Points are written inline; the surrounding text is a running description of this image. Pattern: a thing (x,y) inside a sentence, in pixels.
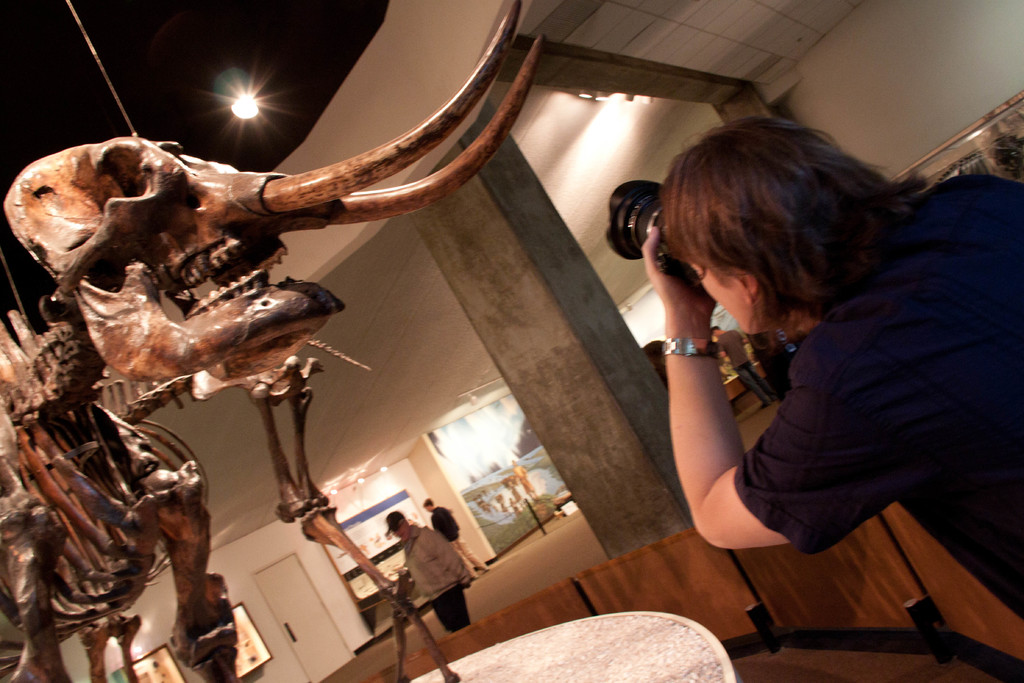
On the right side (998,273), there is a person (1001,281) holding a camera (620,205) and capturing a photo of an animal's skeleton (207,398), which is on a platform (695,652). In the background (416,564), there are lights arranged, there are two persons (451,513), there are paintings (459,476) and a white wall (227,552).
